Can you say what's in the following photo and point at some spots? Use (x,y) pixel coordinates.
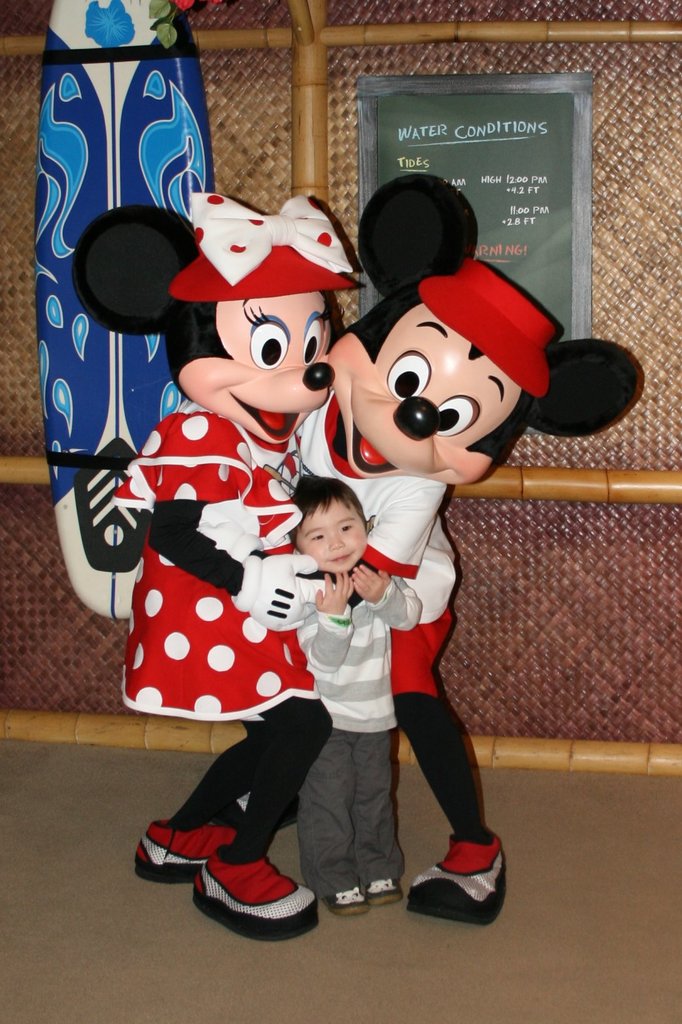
In this image we can see two mascots (249,486) are standing on the floor (104,863) and holding a kid (343,669) with their hands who is also standing on the floor (61,896). In the background (421,152) we can see a frame (531,208) and an object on the wooden wall (627,126).
